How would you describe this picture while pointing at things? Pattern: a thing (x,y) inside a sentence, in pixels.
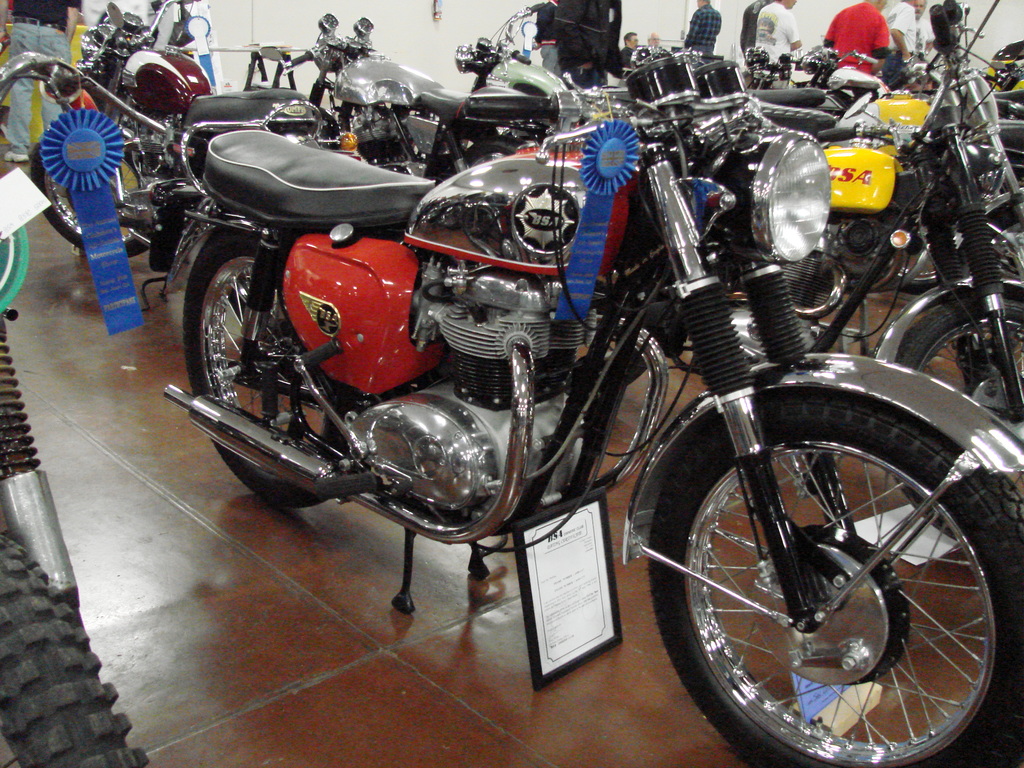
In this image there are a few bikes (566,207) on the display, under the bike (504,359) there is a photo frame (573,587) with some text (548,574) on it, behind the bikes (451,223) there are a few people (547,14) standing, behind them there are some objects (252,62) and there is a wall (644,26).
